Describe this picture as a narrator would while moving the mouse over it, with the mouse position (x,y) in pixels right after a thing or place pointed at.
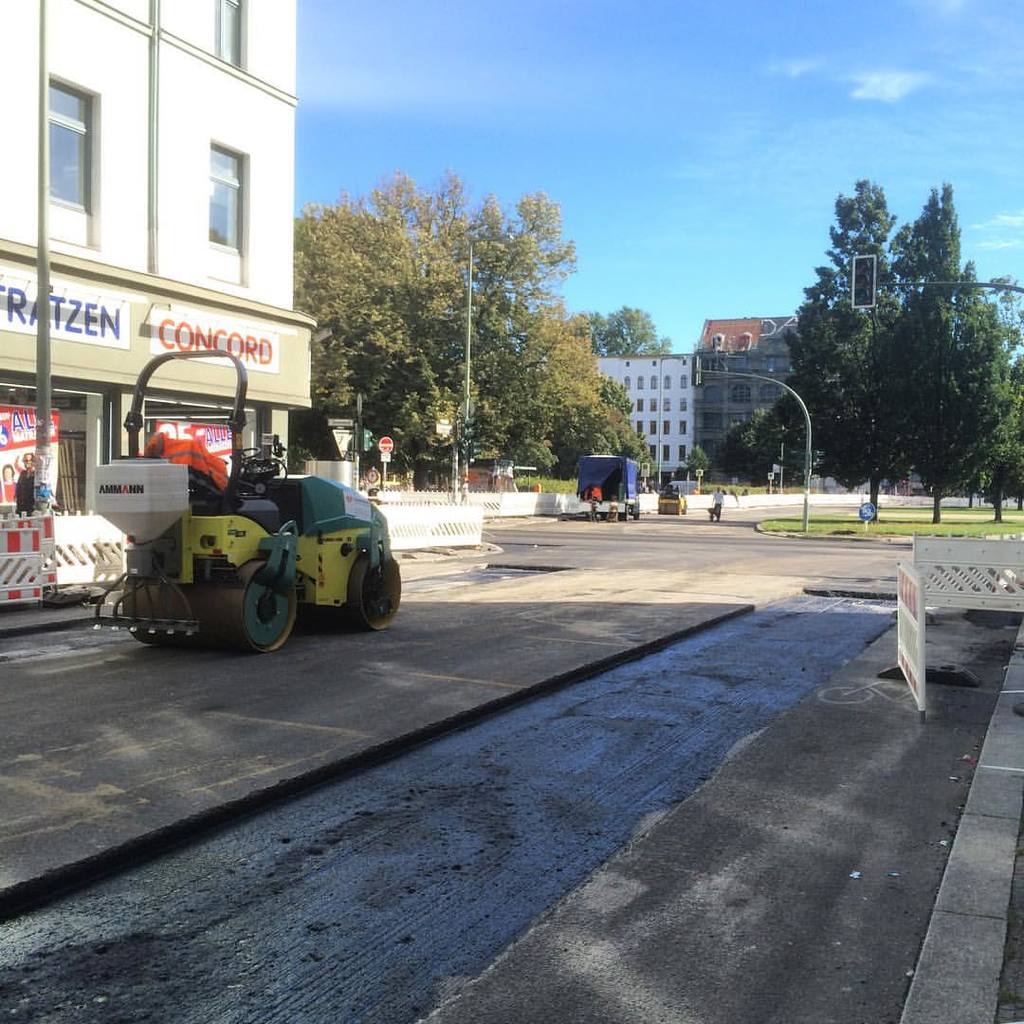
In this image, we can see vehicles (145,504) on the road (745,513) and in the background (516,427), there are people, buildings (147,308), trees (584,412), poles (801,393), lights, boards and some other objects (16,568). At the top (728,152), there are clouds (808,65) in the sky (851,56).
